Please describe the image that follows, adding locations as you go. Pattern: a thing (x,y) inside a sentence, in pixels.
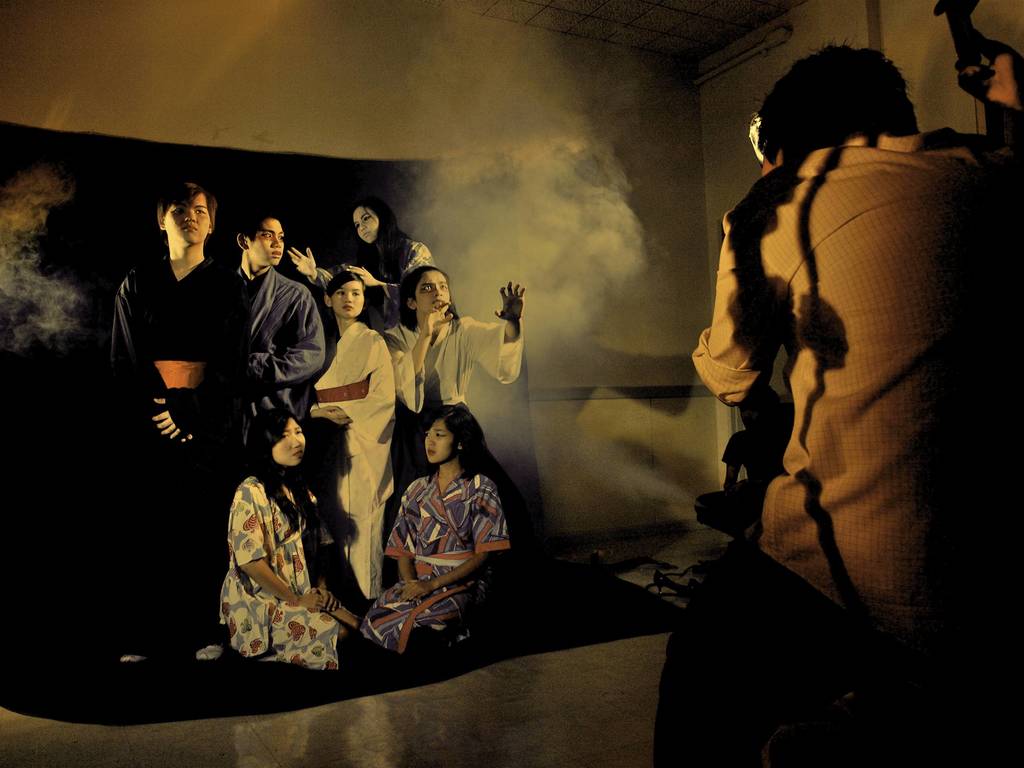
In this image we can see a man (765,535), on the right (897,486) and in the background (144,389), there are some people (321,451). At the top (538,16), there is roof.
